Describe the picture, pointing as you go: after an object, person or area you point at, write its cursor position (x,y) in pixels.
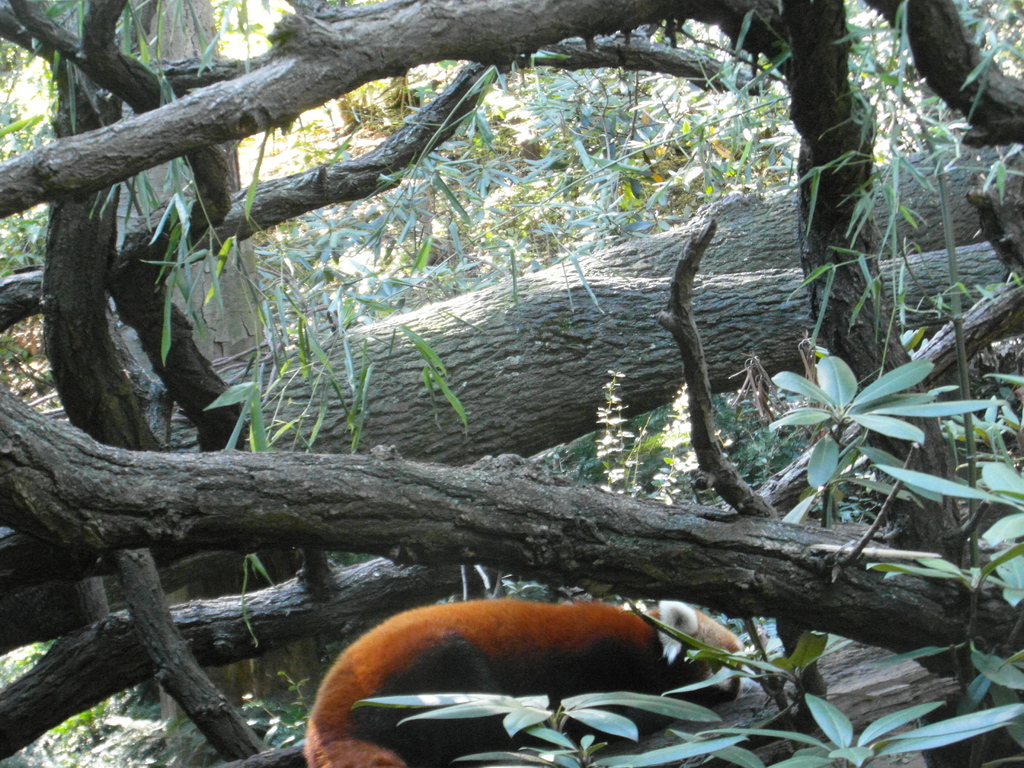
In this image we can see an animal (569,664) on the branch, it is in brown color, here are the leaves (385,290), here is the tree (666,57).
